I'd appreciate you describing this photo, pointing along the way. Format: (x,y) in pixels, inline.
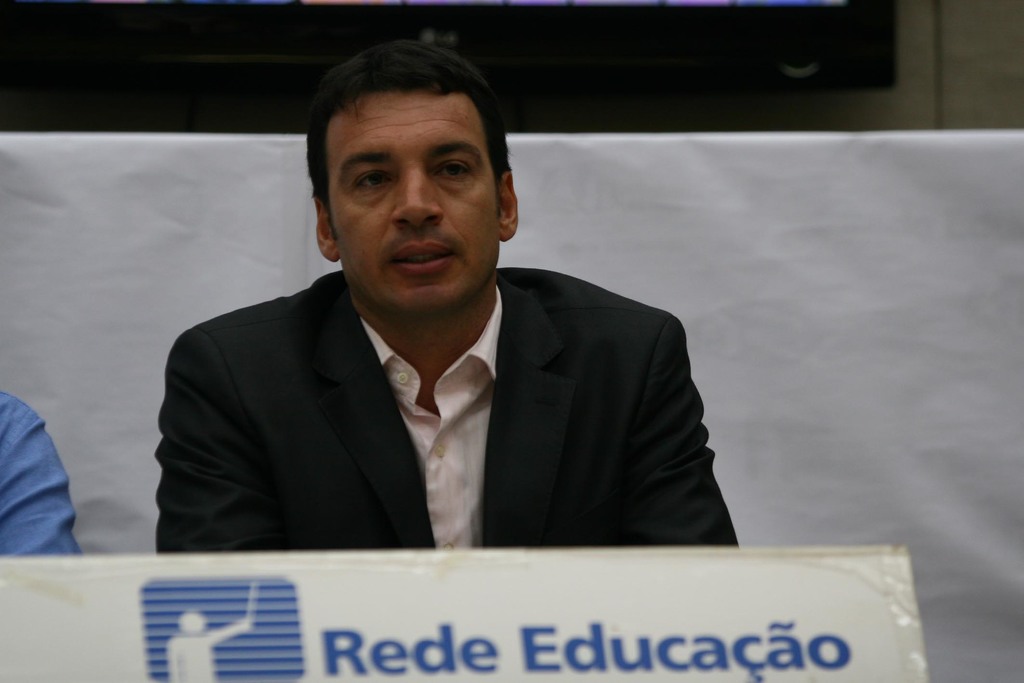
In this image, in the middle (576,394), we can see a man (557,448) wearing a black color coat (600,463) is sitting on the chair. On the left side (57,495), we can also see hand (53,496) of a person (53,489). In the background (727,292), we can see a white color cloth (767,267) and black color. At the bottom (671,585), we can see a board (295,673), on which some text (710,641) is written on it.
